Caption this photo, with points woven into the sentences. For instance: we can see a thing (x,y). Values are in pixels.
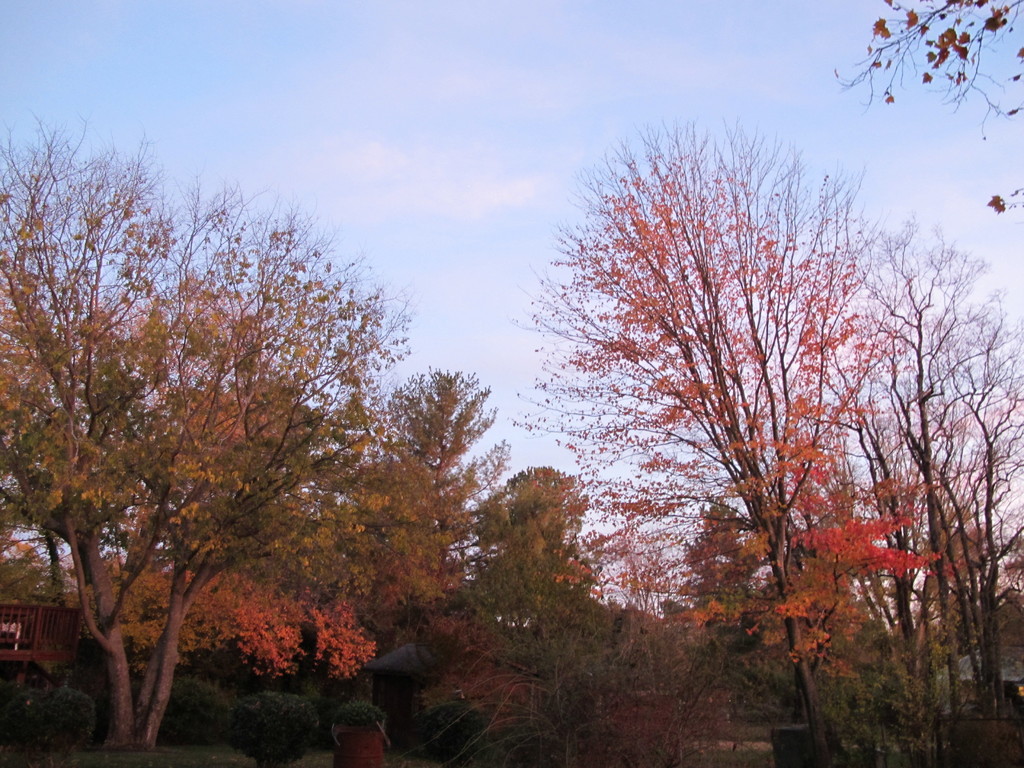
In this image I can see trees (705,525). In the background (537,360) there is sky (472,223). Also there are some other objects (41,648).
